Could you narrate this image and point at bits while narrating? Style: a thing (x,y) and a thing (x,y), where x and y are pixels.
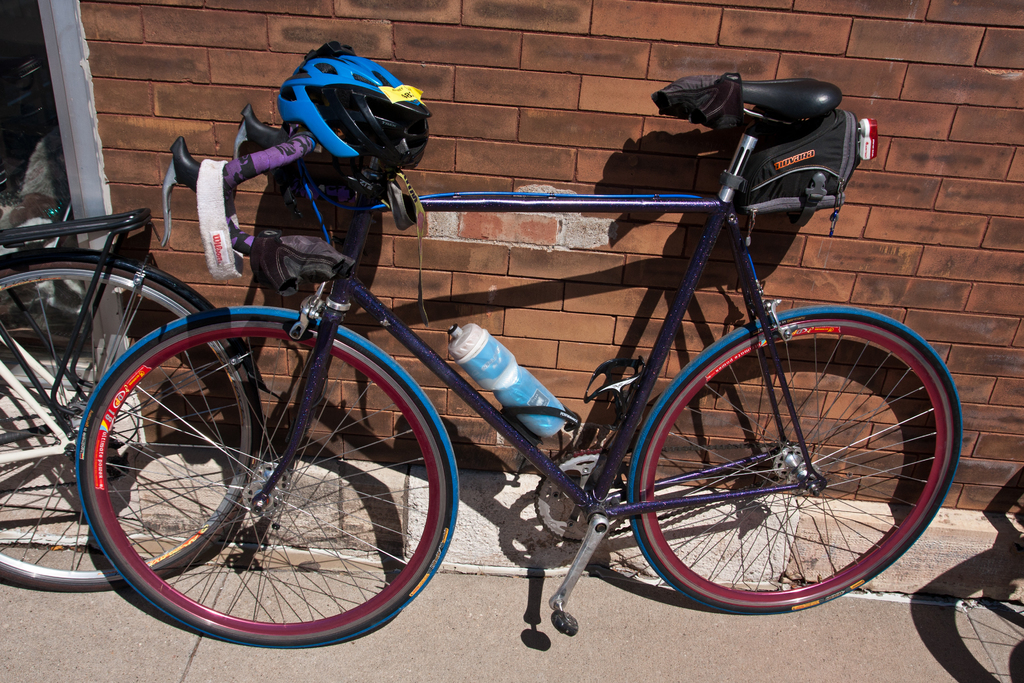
In this picture I can see the cycles (703,374) in the middle (620,442). In the background (532,326) there is the wall (545,371).
